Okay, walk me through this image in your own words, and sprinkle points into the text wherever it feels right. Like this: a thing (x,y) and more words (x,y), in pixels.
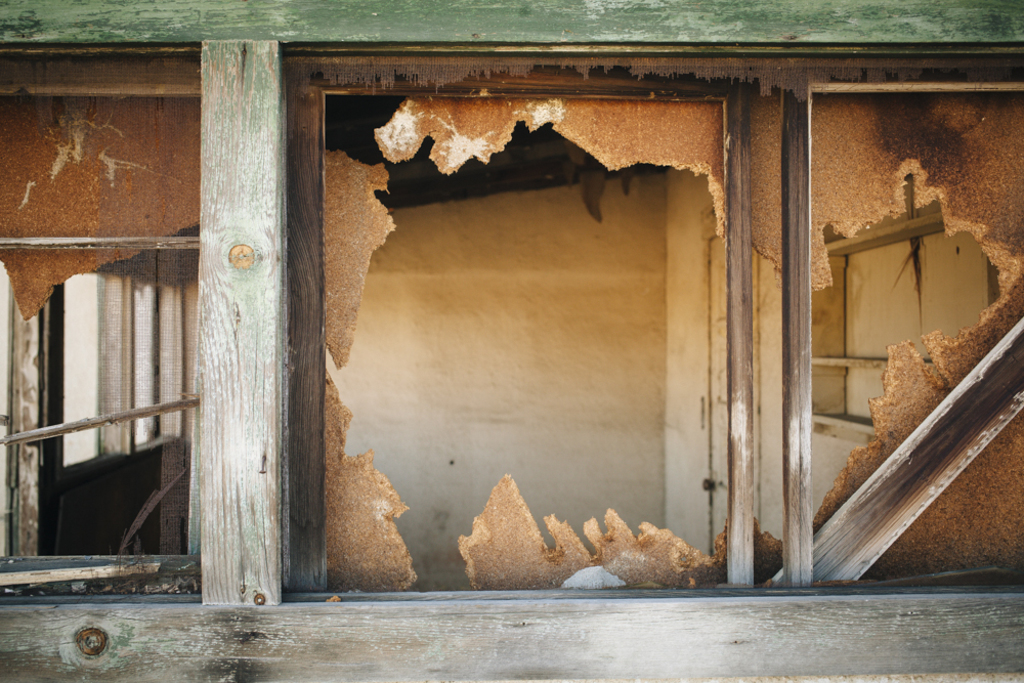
In the picture there are three windows (477,403) and there are destroyed wooden objects (100,124) behind the windows (794,173), in the background (484,276) there is a wall (543,379).
